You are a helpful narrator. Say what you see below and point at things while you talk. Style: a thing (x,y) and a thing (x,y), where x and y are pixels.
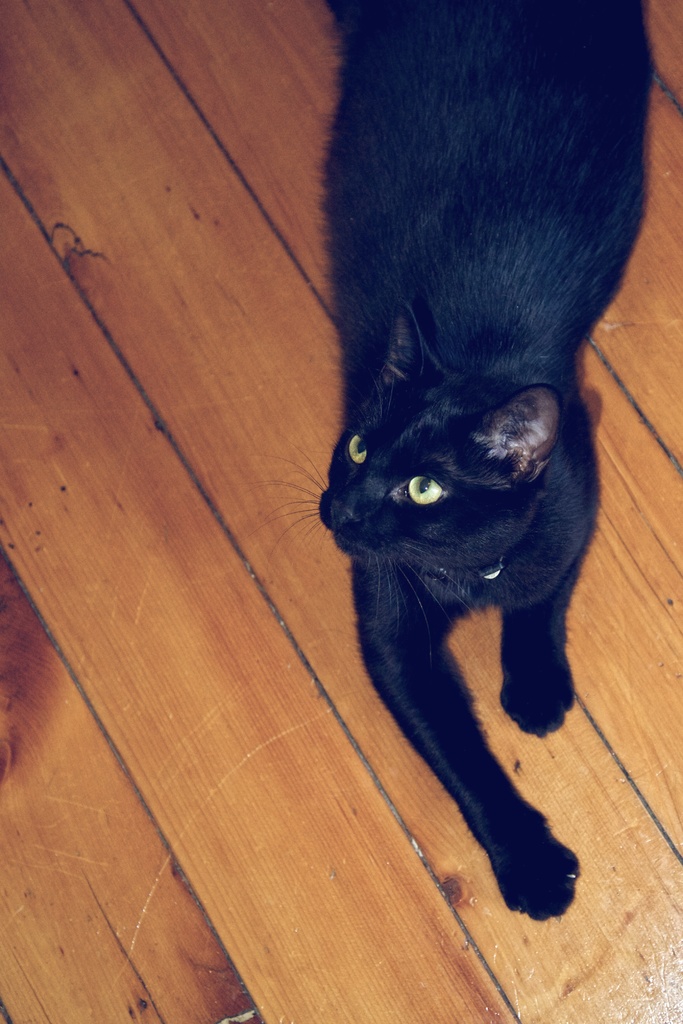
In this image there is a black cat (444,394) lying on the wooden floor (222,511).
